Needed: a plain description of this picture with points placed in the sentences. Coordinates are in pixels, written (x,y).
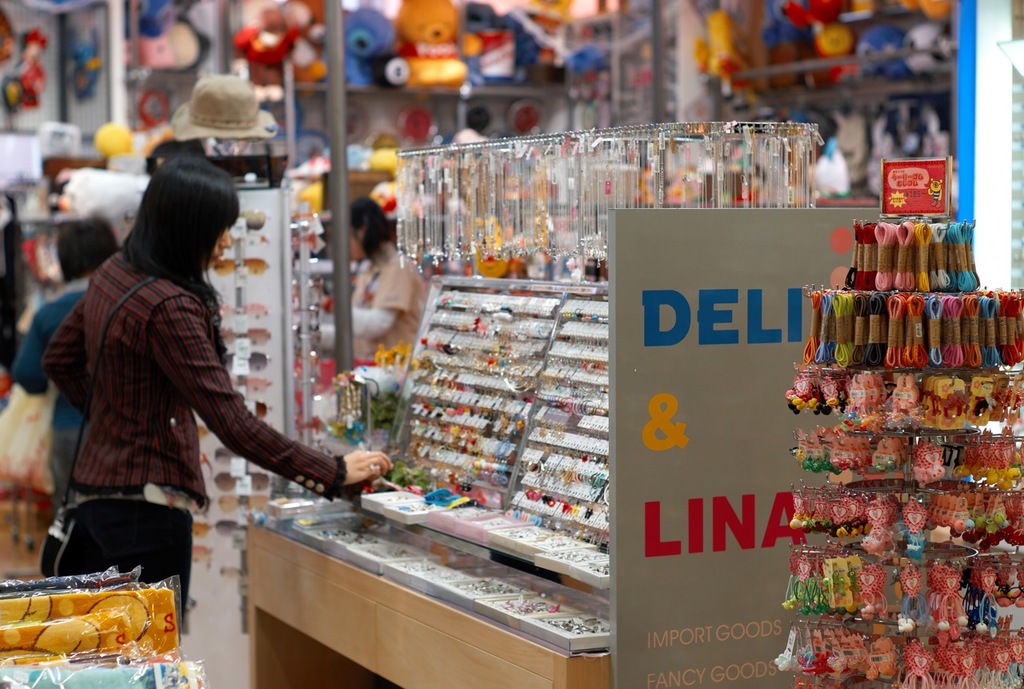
In this picture we can see a market (543,195), in which we can see so many things (529,234) are placed, few people (126,385) are walking around.
